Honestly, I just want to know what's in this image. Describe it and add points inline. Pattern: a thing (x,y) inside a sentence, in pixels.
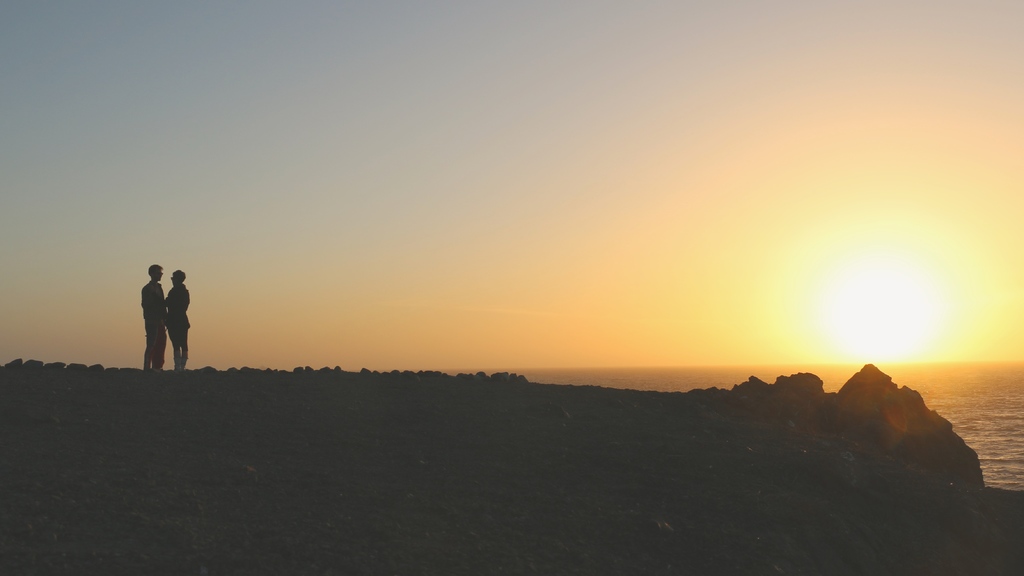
In this image we can see two people (178,309) standing on the rocks (199,410). In the background of the image (264,234) there is sky (611,255), sun (838,298) and ocean (913,378).
